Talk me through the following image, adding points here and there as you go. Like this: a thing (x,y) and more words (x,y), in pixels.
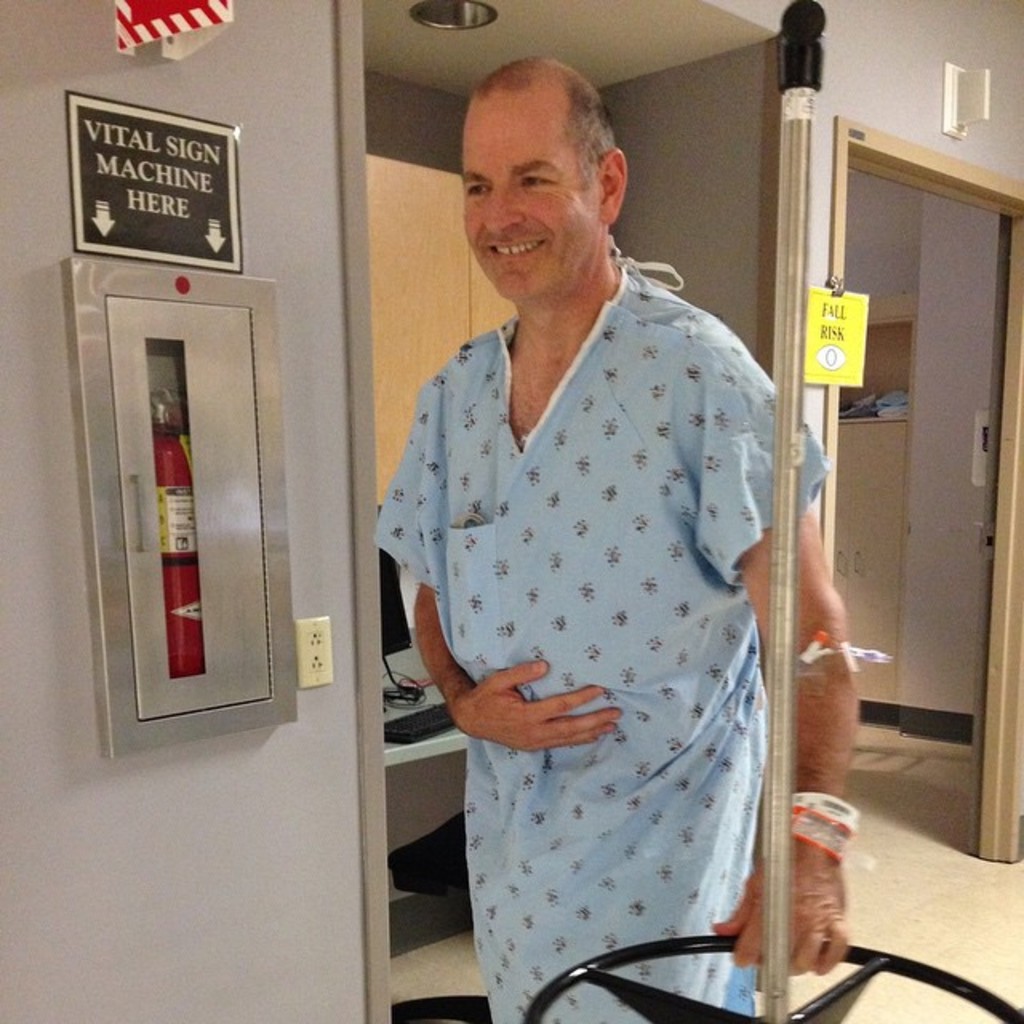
This picture is an inside view of a room (29,453). In the center of the image (440,554) we can see a man (618,617) is standing and holding a stand (823,996). In the background of the image (45,301) we can see fire extinguisher (164,533), boards (209,219), wall (347,690), socket (317,646), light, door (963,179), cupboards (876,445), clothes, screen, keyboard (428,717), shelves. At the bottom of the image (926,933) we can see the floor (954,870). At the top of the image (506,59) we can see the roof (511,43).
